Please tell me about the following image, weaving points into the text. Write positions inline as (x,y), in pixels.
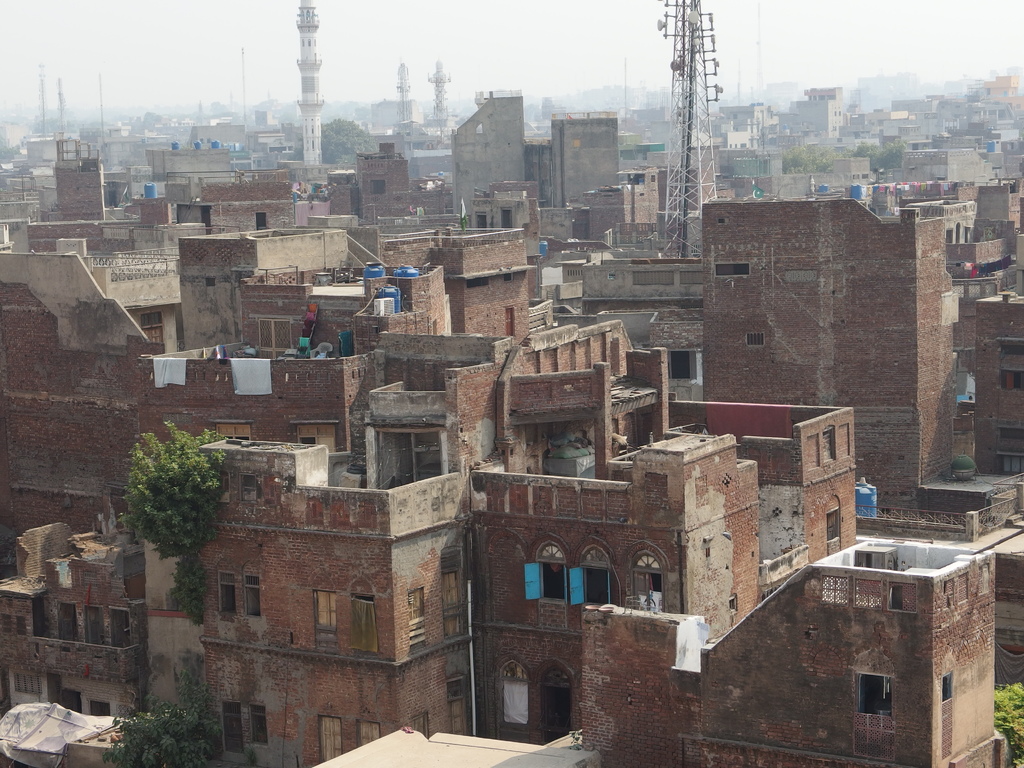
In this image there are so many brick buildings (585,388) in the middle (585,446). At the top (672,108) there is a tower (684,160). In this image we can see the view of the city (596,458) where there are so many buildings (458,484) on which there are clothes (268,376) and water tanks (397,296).
